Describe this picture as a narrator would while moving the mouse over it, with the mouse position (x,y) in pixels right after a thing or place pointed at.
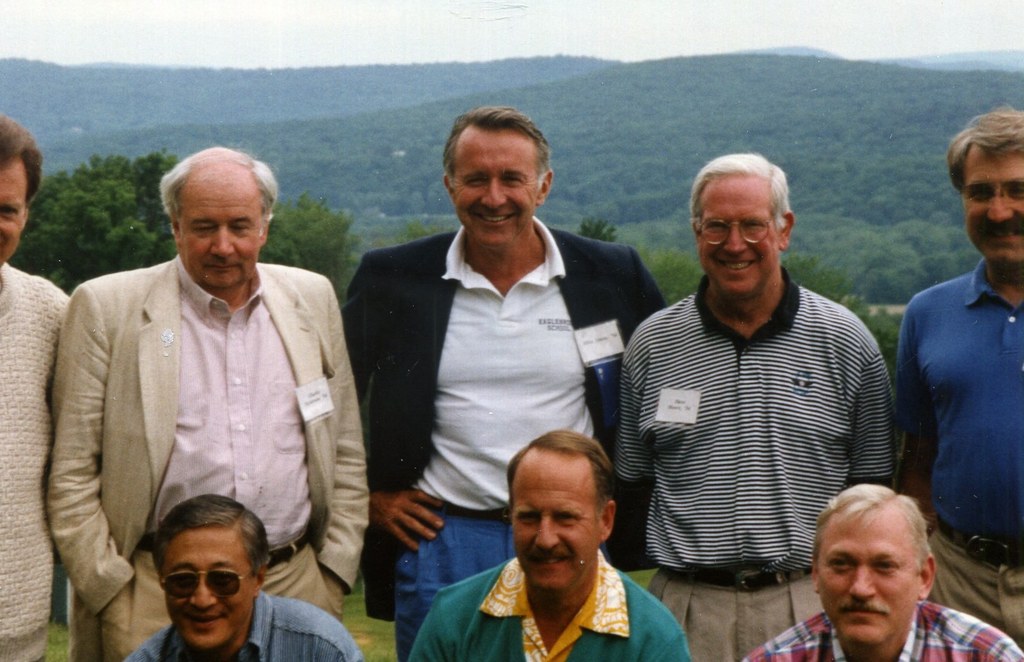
There is a group of persons (603,422) as we can see in the middle of this image (652,260), and there are some trees (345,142) and mountains (195,144) in the background (384,161). There is a sky (490,28) at the top of this image (558,23).
